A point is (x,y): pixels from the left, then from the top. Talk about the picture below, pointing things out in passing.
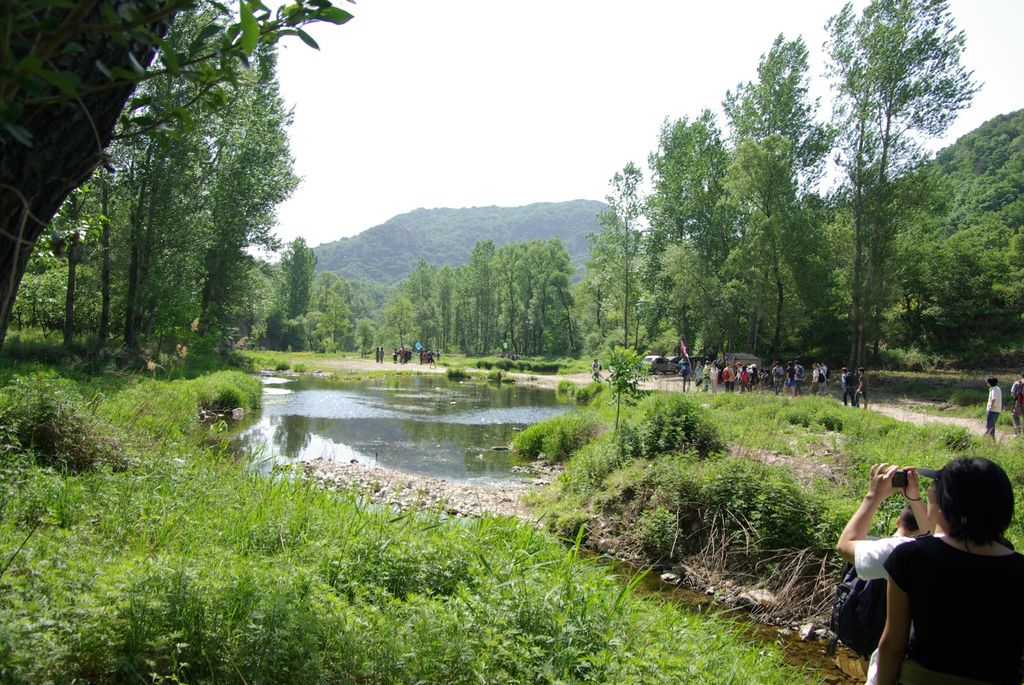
In this image, we can see there are groups of people (893,564) and a person (886,553) is holding a camera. At the bottom of the image (382,590), there are plants (211,618). In front of the plants (280,559) there is water (358,443), trees (266,306) and hills (510,219). At the top of the image (453,82), there is the sky (453,105).
